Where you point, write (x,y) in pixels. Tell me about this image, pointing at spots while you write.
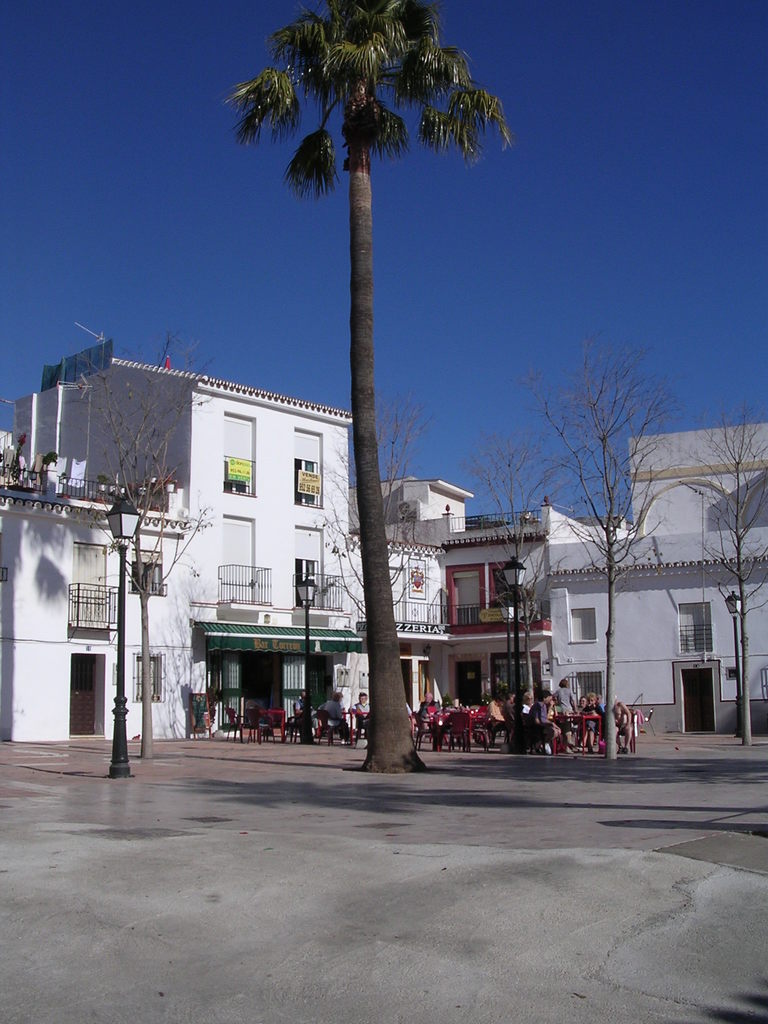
In this picture we can see a tall tree (388,45) in the middle (380,616) and in the background (330,555) we have many houses (266,500), trees (510,521) and people (551,744) sitting on chairs (491,726).
